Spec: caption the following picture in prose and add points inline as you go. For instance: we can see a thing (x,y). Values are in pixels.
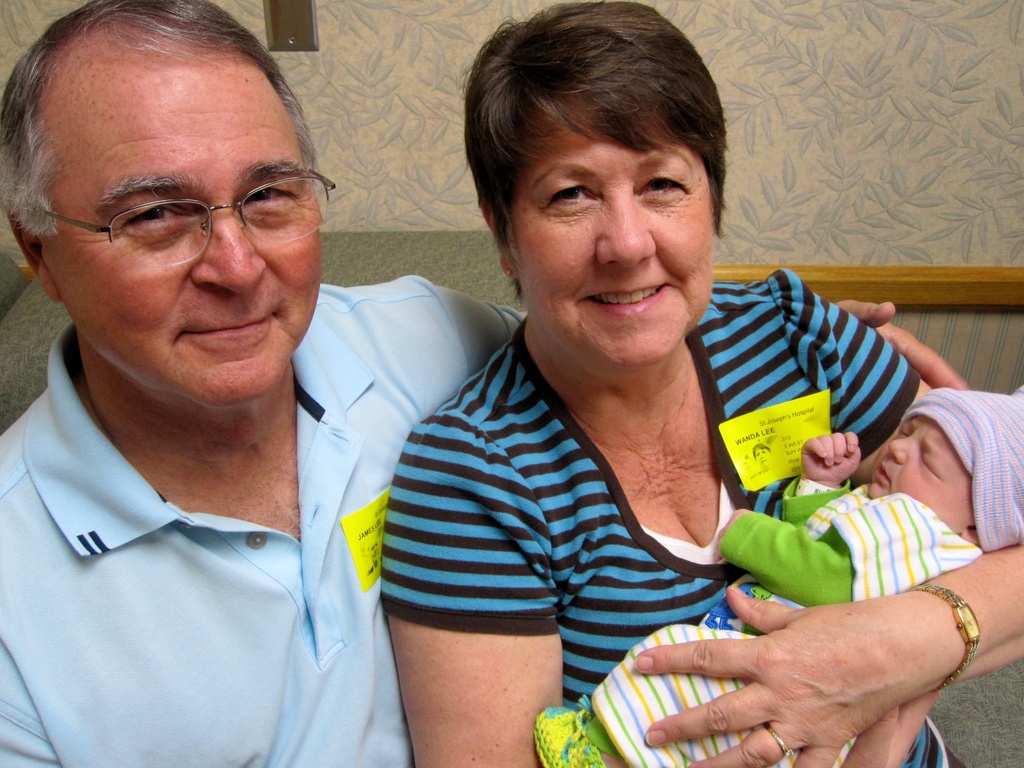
In this picture we can see there are two people (310,413) sitting on a couch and the woman (489,543) is holding a baby (810,573). Behind the people (311,508) there is a wall (956,144).
